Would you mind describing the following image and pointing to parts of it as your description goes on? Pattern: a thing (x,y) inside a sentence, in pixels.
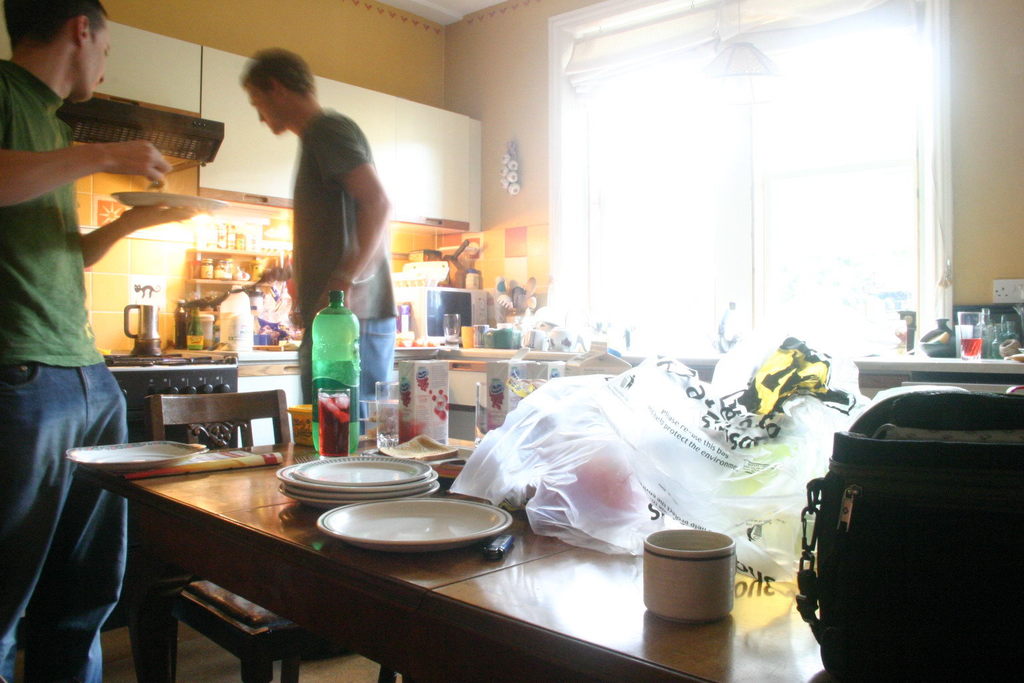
This is a wooden table (363,451) where plates (360,514), a bottle (346,426), a cup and a glass (343,412) are kept on it. There is a person (10,644) standing on the left side (6,575) and he is holding a plate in his hand (117,154) and we can see another person (279,50) on the left side (335,130).
